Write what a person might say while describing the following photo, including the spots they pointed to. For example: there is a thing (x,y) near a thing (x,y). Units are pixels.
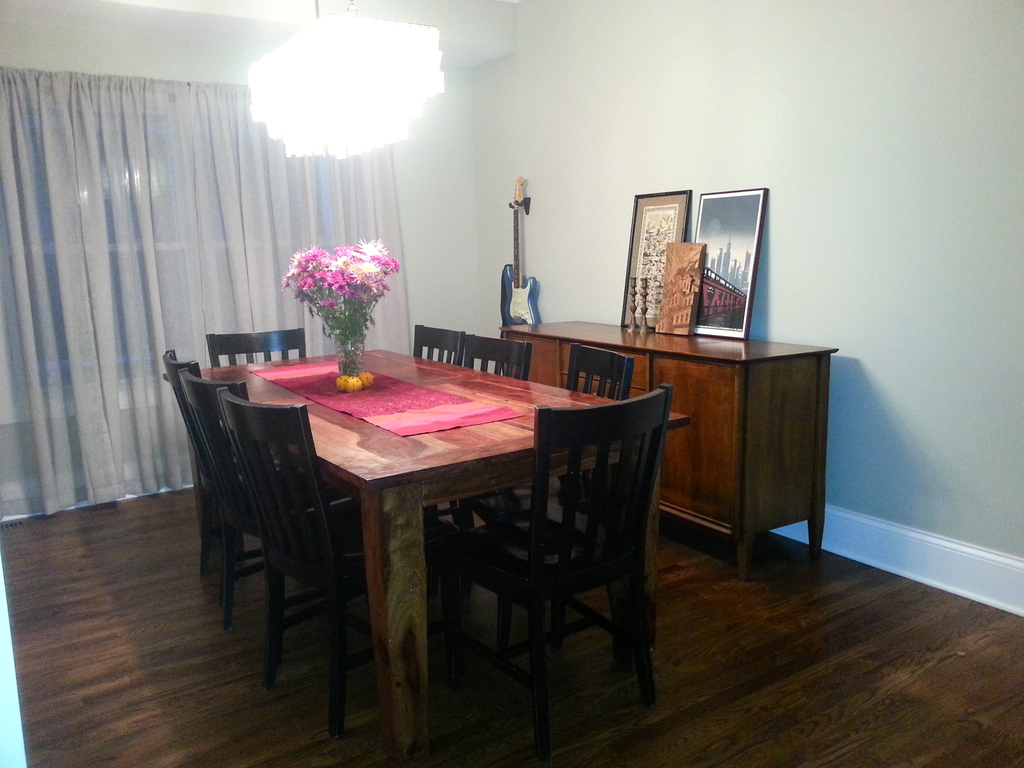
This picture is taken inside the room (941,753). In this image, in the middle (396,504), we can see some tables (417,504) and chairs (432,514), on that table (442,481), we can see a red color mat (376,419), glass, plant (366,311) with some flowers (360,287). On the right side (730,394), we can also see another table (763,353), on that table (828,355), we can see some photo frames (745,307). On the right side (758,334), we can also see guitar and a wall (739,90). In the background (69,304), we can see a curtain (352,197). At the top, we can see a light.
